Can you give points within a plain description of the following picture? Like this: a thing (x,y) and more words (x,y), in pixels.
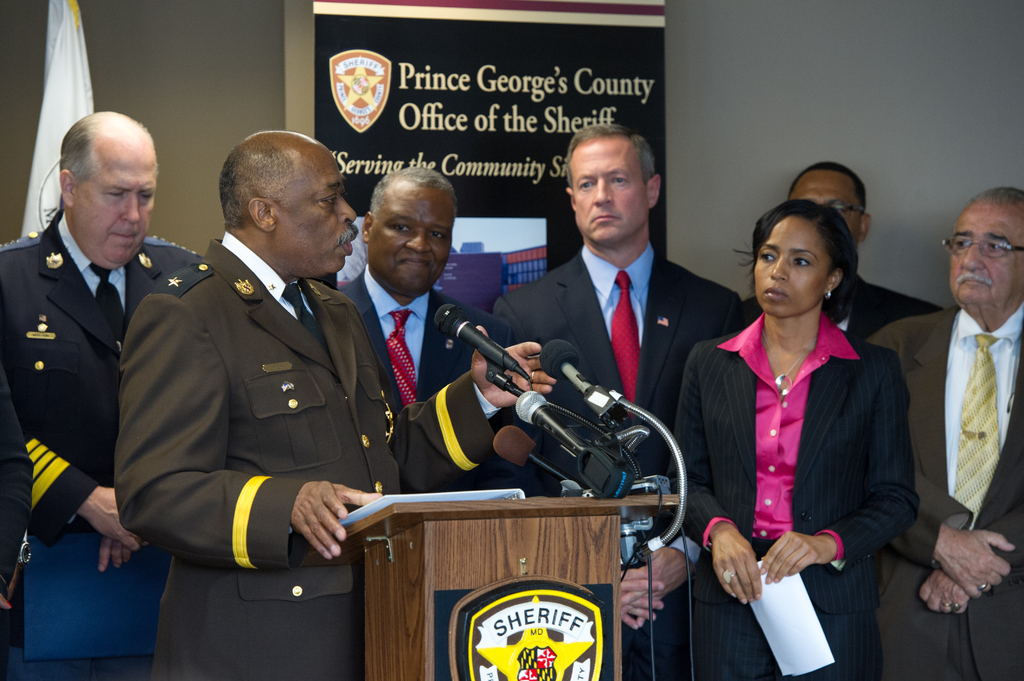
In the picture I can see some group of people (756,353) standing and a person (242,435) standing behind podium (431,597) on which there are some microphones (561,474), papers (367,507) and in the background of the picture (411,92) there is a wall (693,91), flag (53,157) and some poster (500,70).
